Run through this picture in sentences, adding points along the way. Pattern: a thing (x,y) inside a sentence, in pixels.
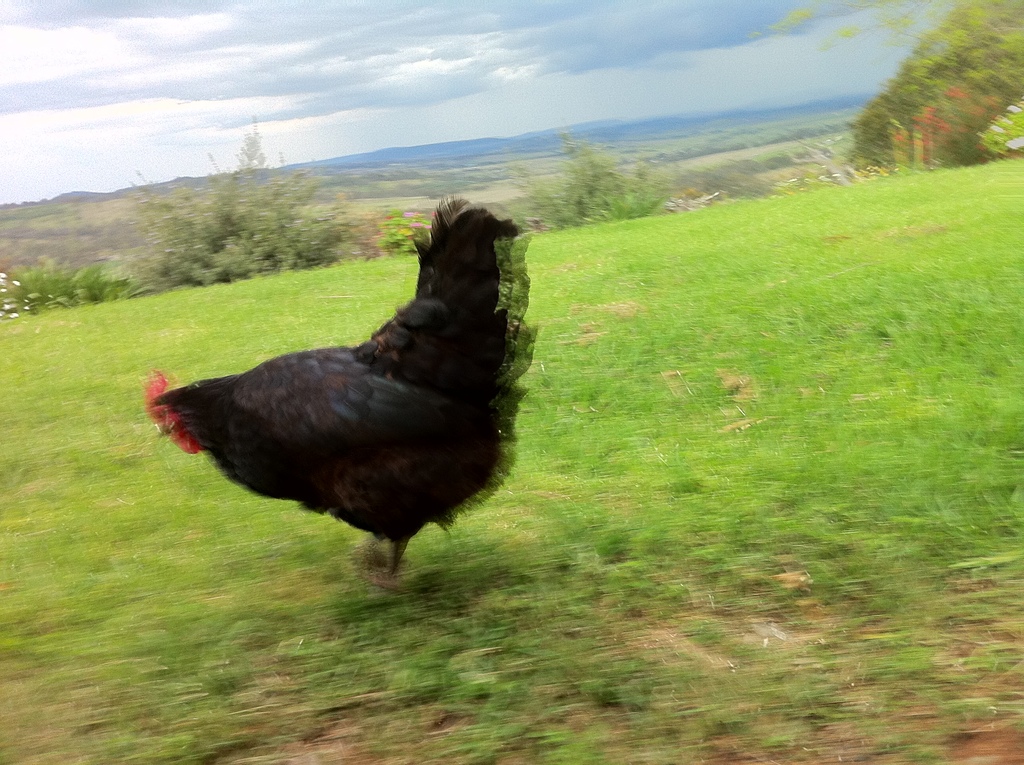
Land (647,473) is covered with grass (518,510). Here we can see a hen (402,431). Background (964,112) there are plants (396,210). Sky (424,94) is cloudy.
